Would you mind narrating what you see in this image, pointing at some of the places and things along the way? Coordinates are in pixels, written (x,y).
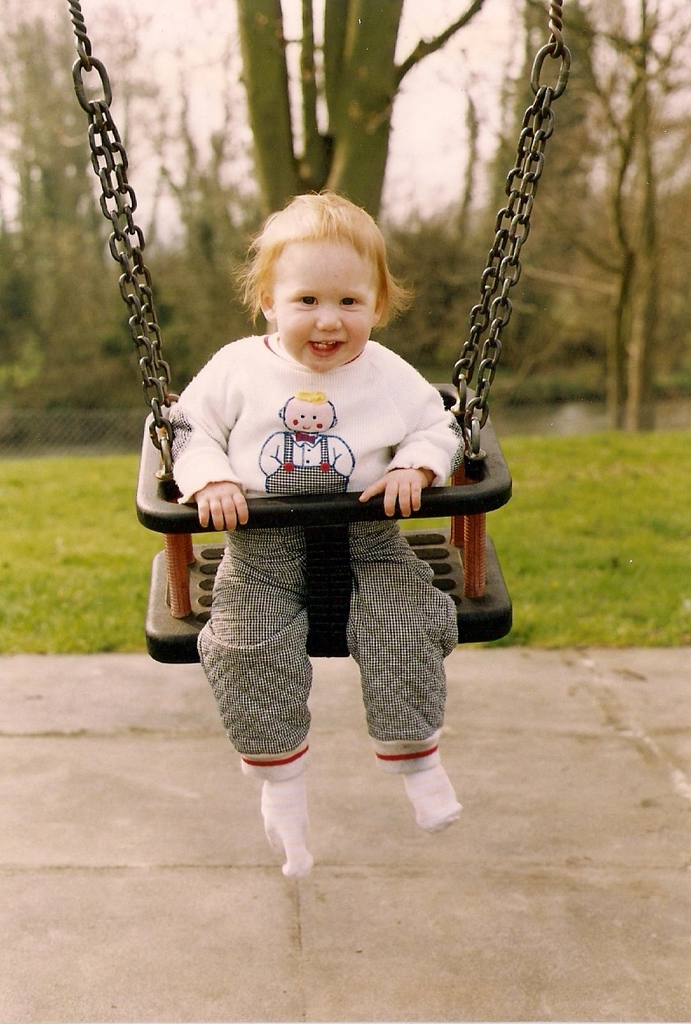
In this image we can see a child (301,659) in a swing (320,634). We can also see some grass (83,579), a fence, a group of trees (382,137) and the sky (393,137).
